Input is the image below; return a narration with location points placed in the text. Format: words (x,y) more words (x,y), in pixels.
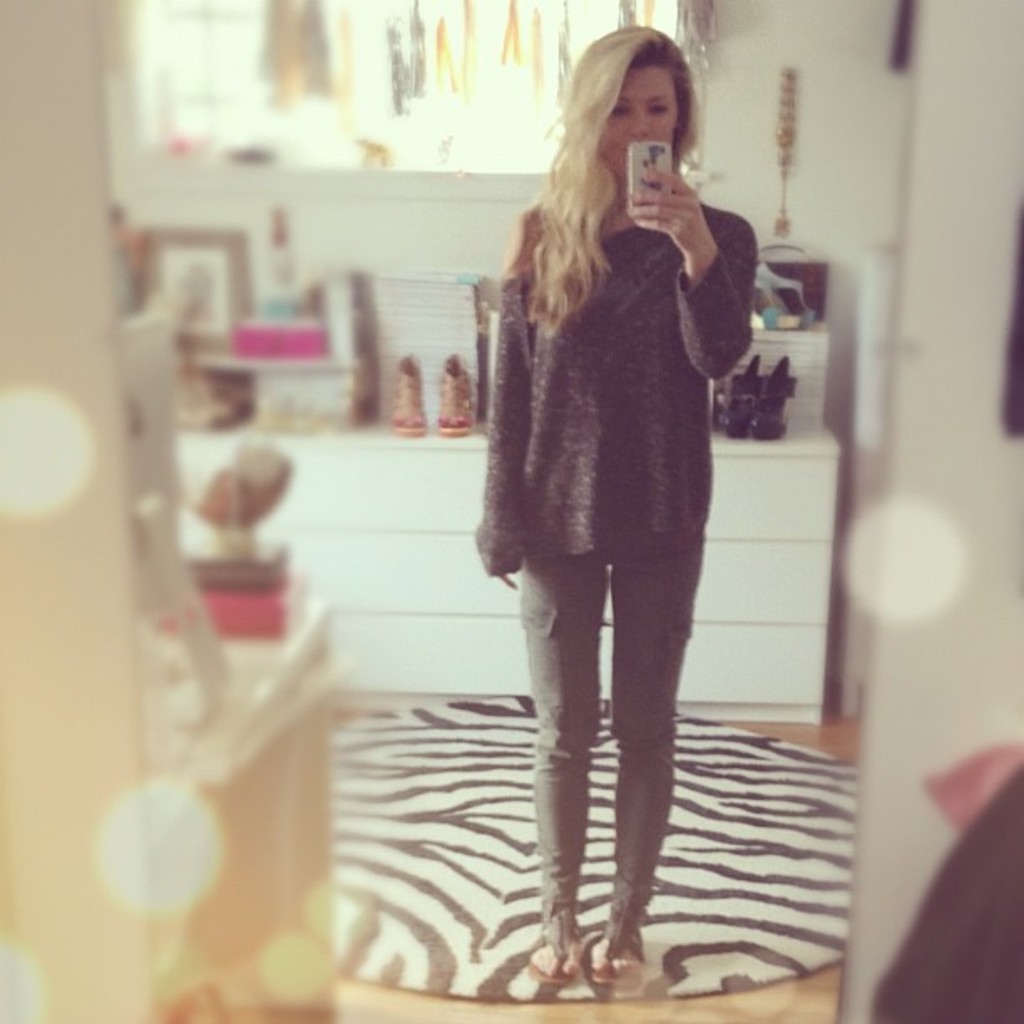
In the center of the image (492,539) there is a woman (516,541) standing on the floor (748,864) holding a mobile phone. In the background (171,278) there are objects (473,389), shoes (456,388), photo frames (217,292), wall (373,265) and window (369,132).
